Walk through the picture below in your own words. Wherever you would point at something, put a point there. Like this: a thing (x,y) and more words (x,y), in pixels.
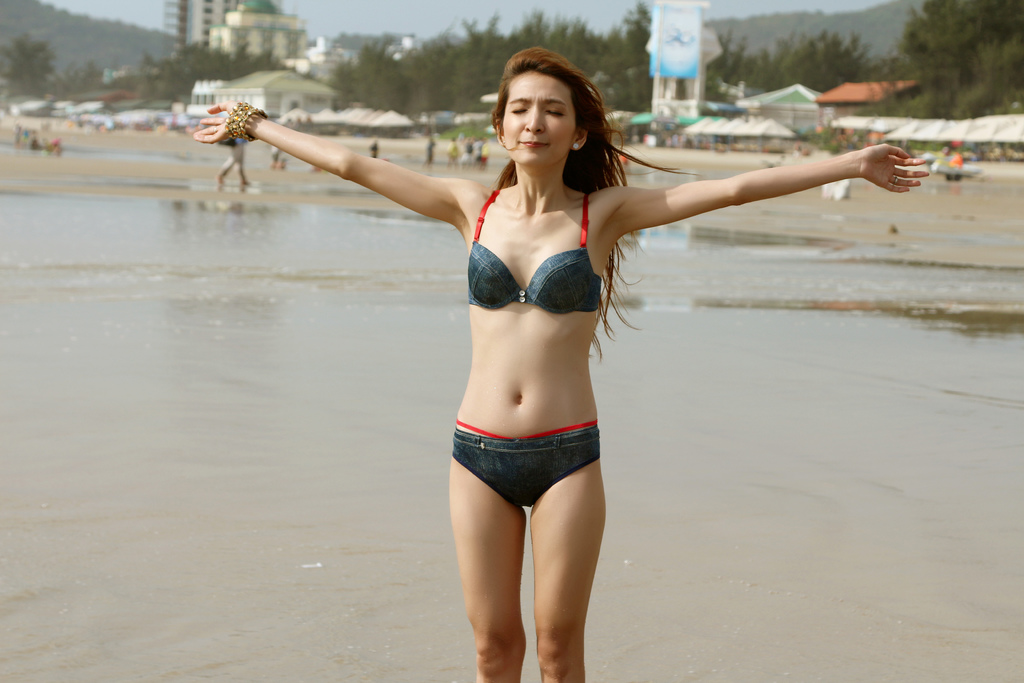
In this picture we can see a woman (523,125) standing on the beach (182,193). There are few people (956,155) umbrellas (993,116), trees (67,78) and buildings (267,30) in the background (966,55).
